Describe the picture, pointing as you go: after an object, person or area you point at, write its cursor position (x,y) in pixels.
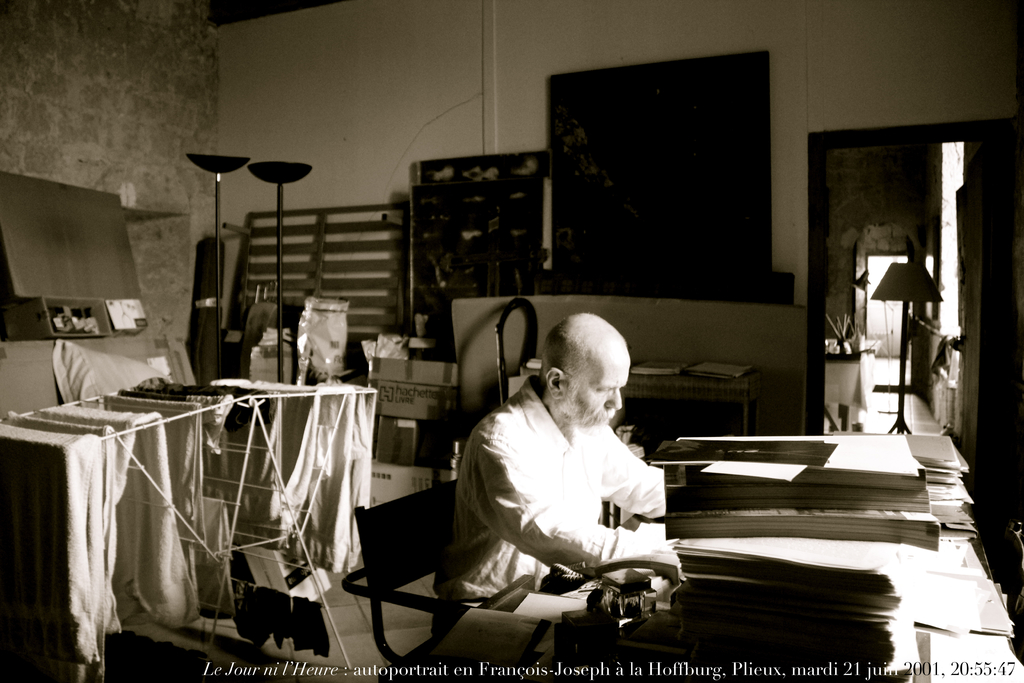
There is a man (499,482) sitting in front of table (540,605) with papers (890,576) on it. And on the other side there is a clothes tray (186,411) where clothes (228,491) are drying.
